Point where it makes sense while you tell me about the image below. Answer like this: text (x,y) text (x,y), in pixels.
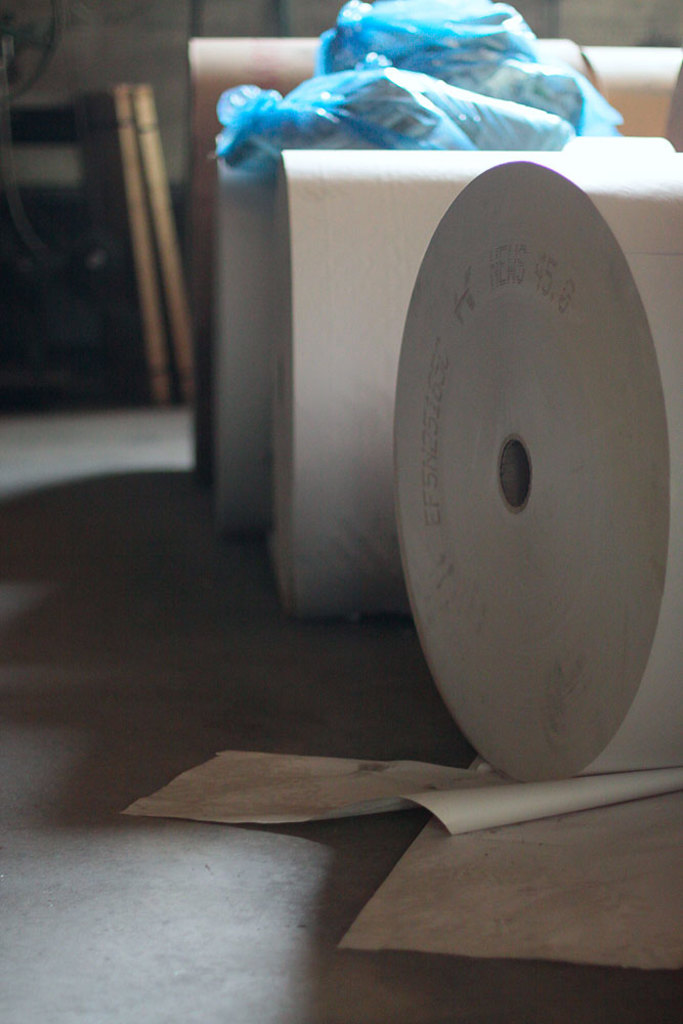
In this image there are few paper rolls (575,598) on the floor (286,664). There are few bags (393,121) kept on the paper rolls (474,177). Left side of the image (160,300) there are few wooden planks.
